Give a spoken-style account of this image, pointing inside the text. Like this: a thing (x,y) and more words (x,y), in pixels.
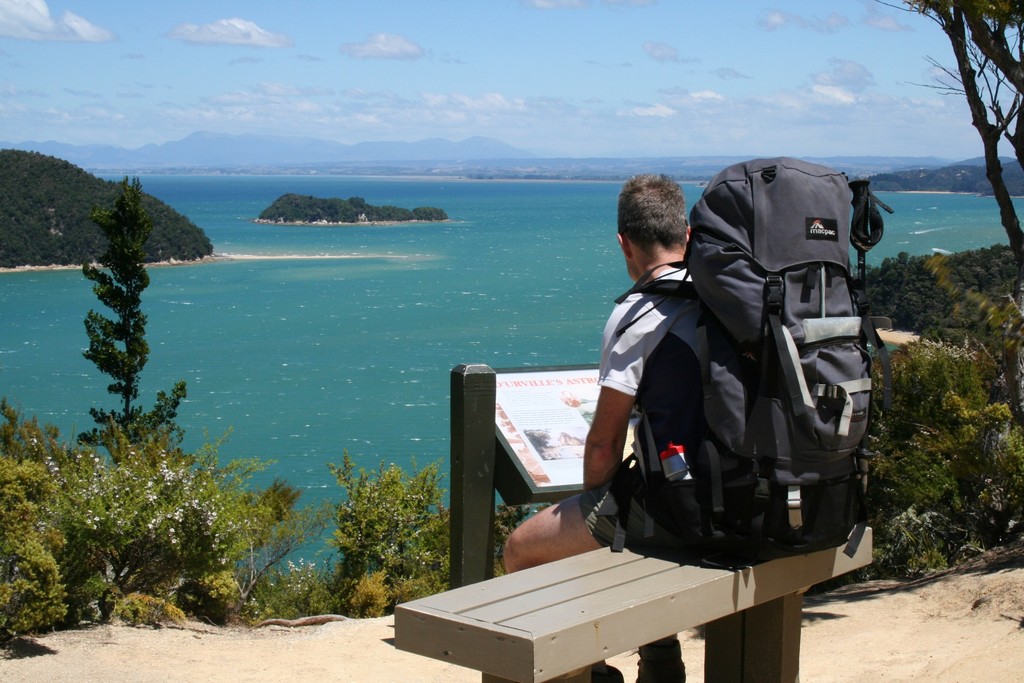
In the picture there is a man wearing a bag (742,526) is sitting on a bench (696,610) and looking at some board (560,456) behind him there is a sand (864,608), in front of him there is a sea (247,369), some plants (265,499) and also a mountain (96,202) in the background (254,85) there are clouds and sky (206,111).
